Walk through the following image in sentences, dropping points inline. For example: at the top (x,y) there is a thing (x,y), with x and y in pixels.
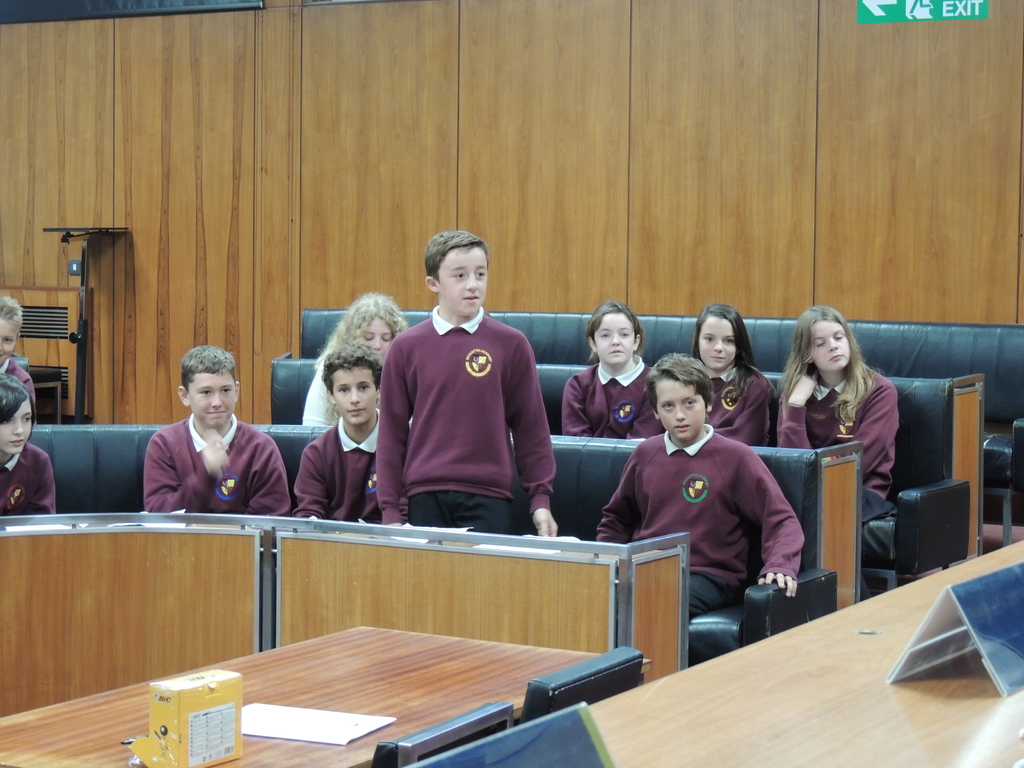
In this picture there are group of people (17,509) those who are sitting in the center of the image (628,357) and there is a table (743,696) on the right side of the image (699,680).
